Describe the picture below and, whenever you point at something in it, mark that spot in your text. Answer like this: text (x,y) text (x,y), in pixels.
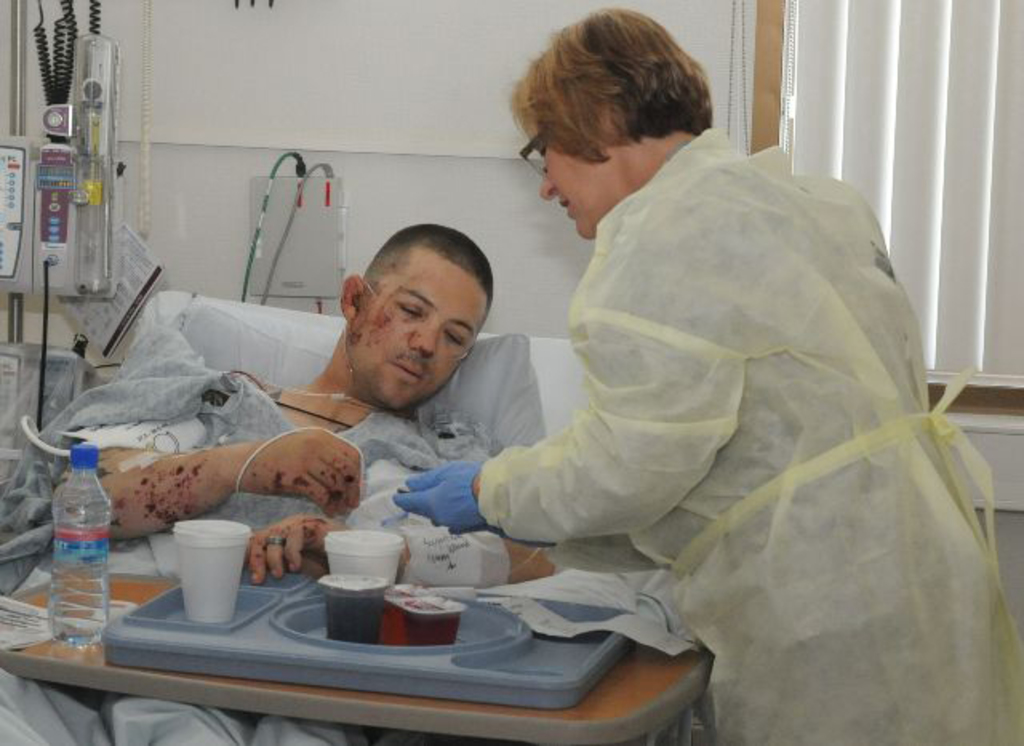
This picture seems to be clicked inside the room (659,340). On the right (763,221) we can see a person (583,487) holding some objects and standing. On the left (304,407) we can see another person (360,359) seems to be sitting and we can see the glasses (377,602), bottle (82,480) and some objects (282,616) are placed on the top of the wooden object (610,682) seems to be the table (516,723). In the background (330,138) we can see the wall (509,253), window blind (788,99) and some devices (107,174) and some other objects (140,247).
